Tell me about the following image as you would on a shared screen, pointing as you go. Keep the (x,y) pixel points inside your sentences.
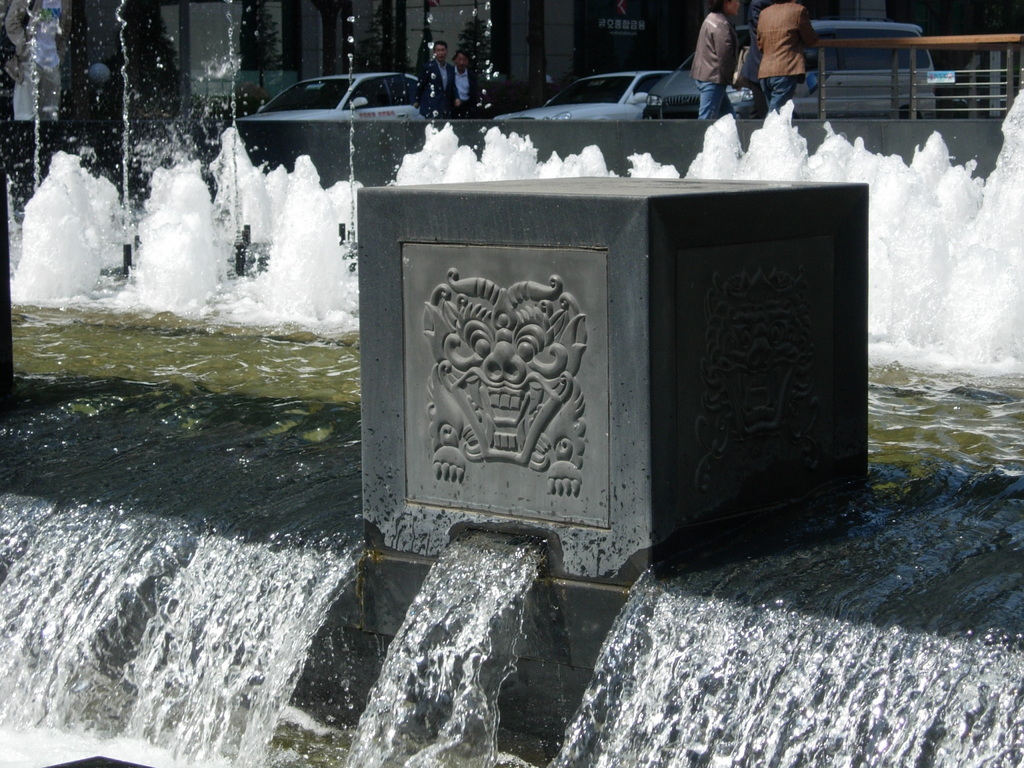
In this image in the front (210,575) there is water (612,658). In the center (519,383) there is an object (554,391) which is in the shape of box with some art (544,401) on it. In the background (323,206) there is water fountain (950,242) and there are persons (796,76) standing, there are cars (634,83) and trees (261,39) and buildings (206,50) and there is a railing (904,48).
